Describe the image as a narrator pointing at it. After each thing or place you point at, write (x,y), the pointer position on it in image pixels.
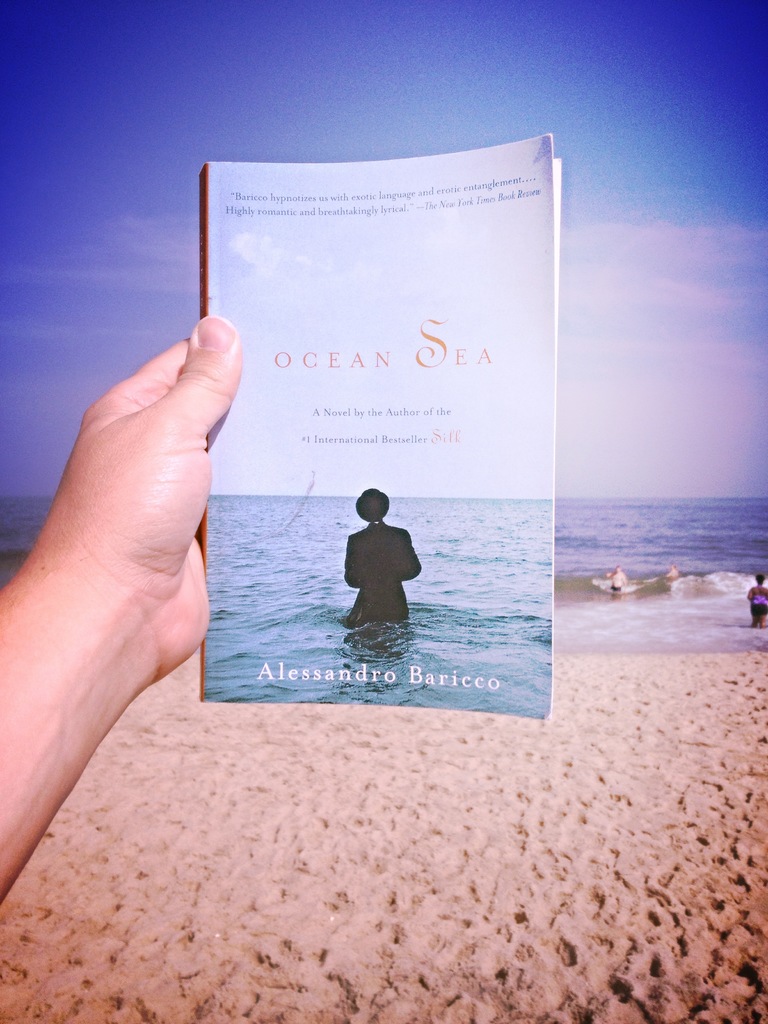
In this image on the left side (155,581) I can see a person (109,509) holding a book (397,442). In the background (620,560), I can see the water (680,517) and clouds (666,283) in the sky (627,186).
